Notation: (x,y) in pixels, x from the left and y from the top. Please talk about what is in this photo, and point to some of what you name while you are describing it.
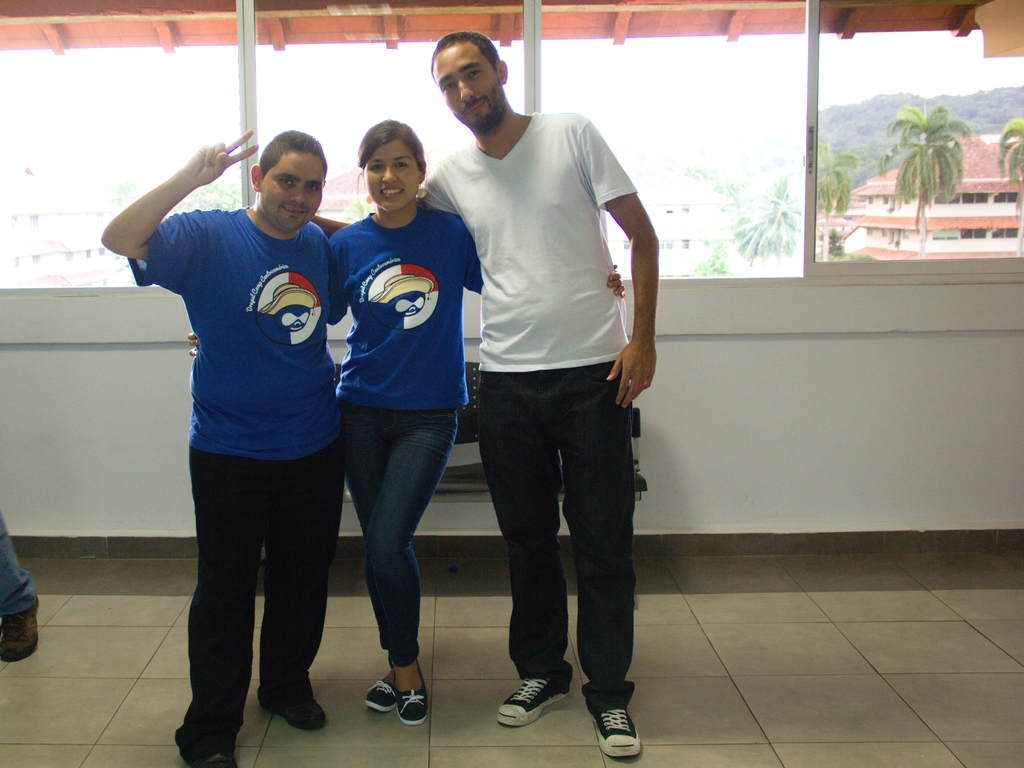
In this image there are three persons (430,344) who are standing and smiling, and on the background (208,89) there is a glass window (572,97) and some trees (945,131) and mountains (877,153) houses (975,151) are there on the background (960,185).
